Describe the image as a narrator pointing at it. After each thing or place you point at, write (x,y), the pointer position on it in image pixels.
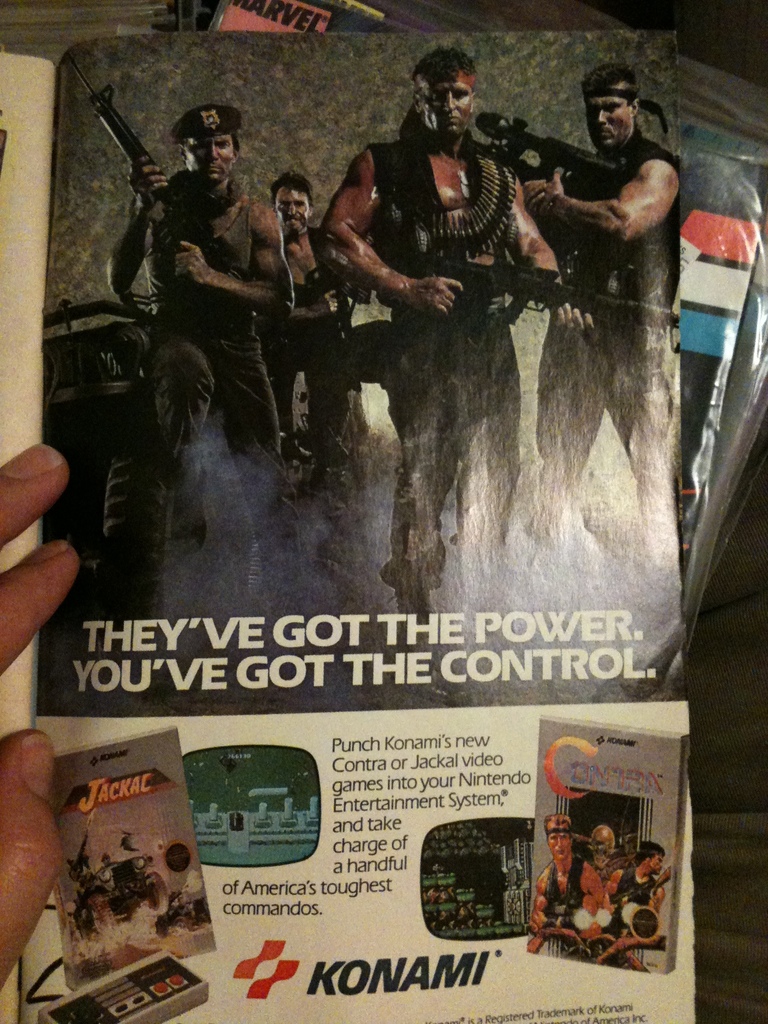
In this picture we can see a magazine (265,655) and in the magazine (176,680), there are images (477,331) and words (360,891). On the left side of the image (50,740), there are fingers (16,587) of a person (30,594). Behind the magazine (451,184), there are some objects (724,437).
